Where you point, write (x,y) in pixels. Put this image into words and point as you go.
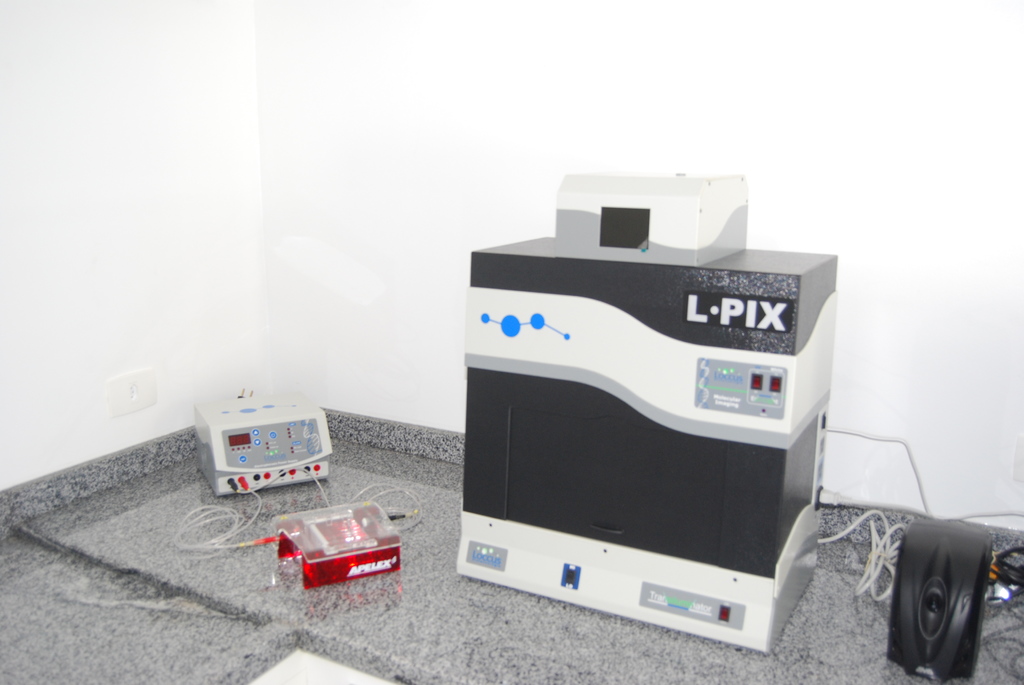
Here I can see a box (533,390), black device (925,569), some wires (844,538) and two electronic devices (204,431) which are placed on the counter (415,623). In the background (329,203), I can see a wall (314,187).
